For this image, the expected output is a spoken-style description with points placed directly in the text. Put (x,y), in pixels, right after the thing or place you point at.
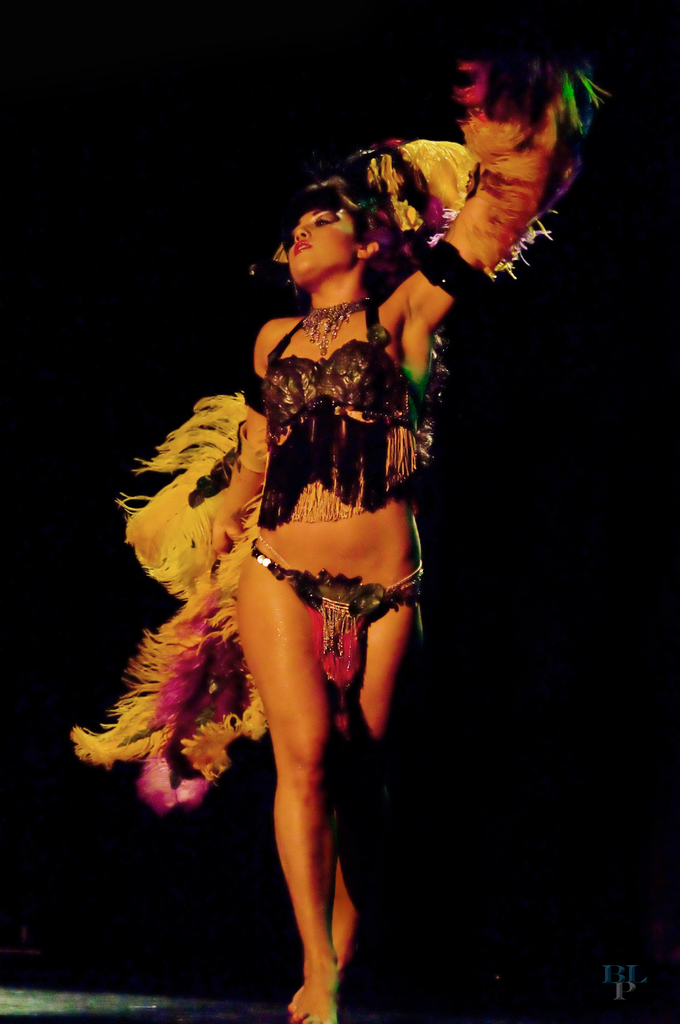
In the center of the image (334,504), we can see a lady (336,499) wearing costume (336,313) and the background (154,296) is dark. At the bottom (606,972), there is some text (609,983).
